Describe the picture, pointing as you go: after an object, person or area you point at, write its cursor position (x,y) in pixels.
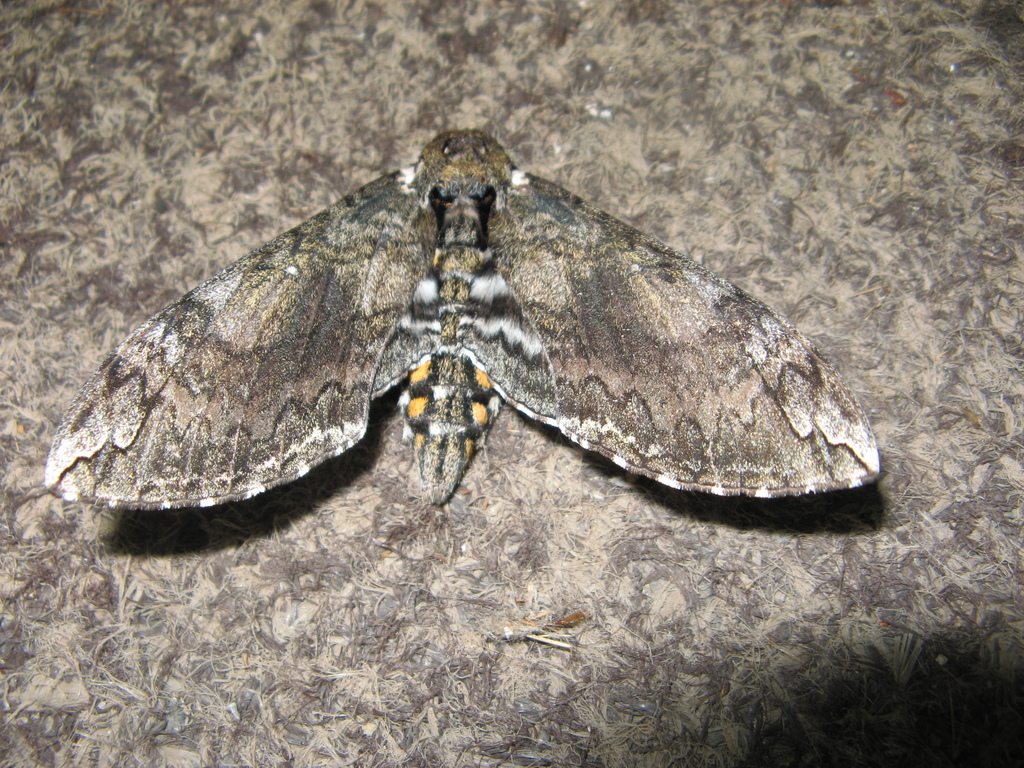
In this picture I can see there is a insect (456,346) and it has wings (432,337) and a body (464,285). The backdrop surface (692,625) is in gray color.
